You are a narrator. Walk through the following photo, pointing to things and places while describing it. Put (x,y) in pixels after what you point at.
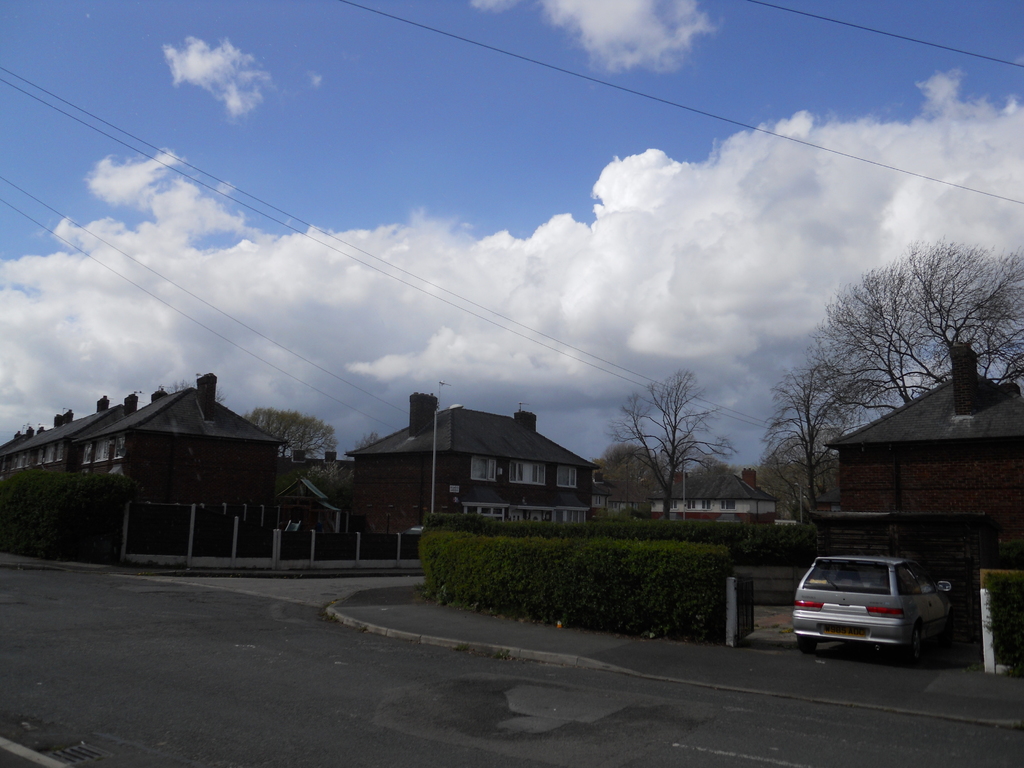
In the image we can see there are many buildings (478,480) and these are the windows (483,466) of the building (500,475) and there is a vehicle (839,620). This is a road (295,684), plant (541,606), trees (861,399), electric wires (217,178) and cloudy pale blue sky (538,186).
